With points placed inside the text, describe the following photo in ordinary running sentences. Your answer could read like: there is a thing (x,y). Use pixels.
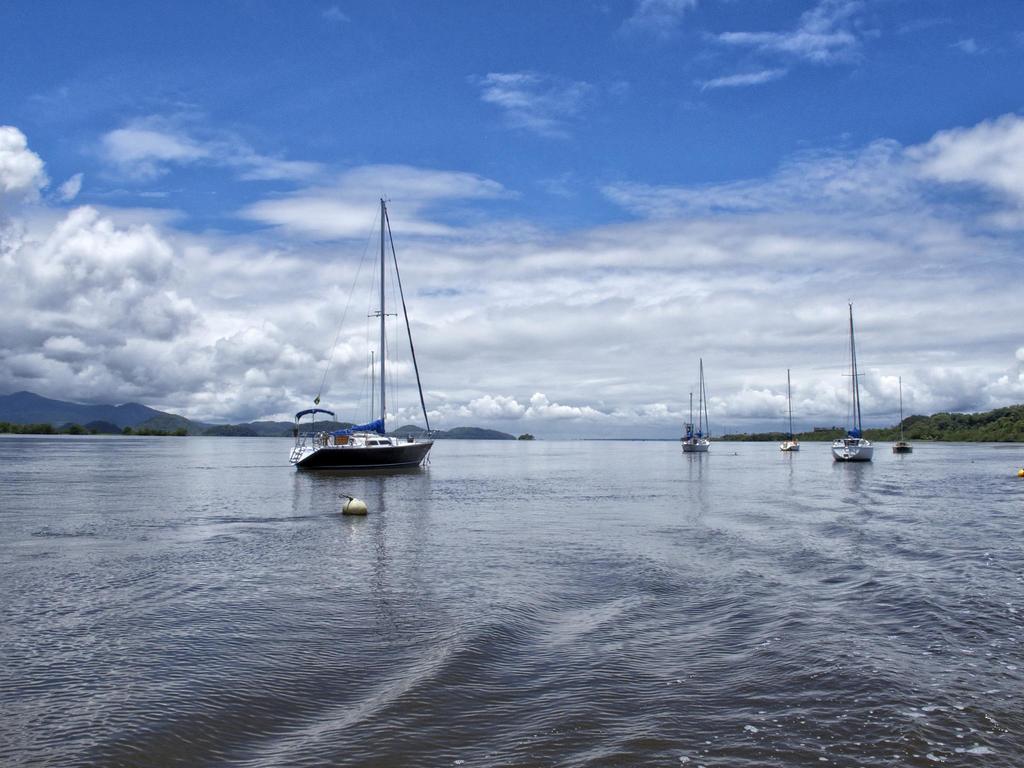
In this image I can see few boats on the water (427,488). These boats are in white and black color. In the back (507,387) I can see the mountains (175,430), clouds (311,277) and the blue sky (358,51).
